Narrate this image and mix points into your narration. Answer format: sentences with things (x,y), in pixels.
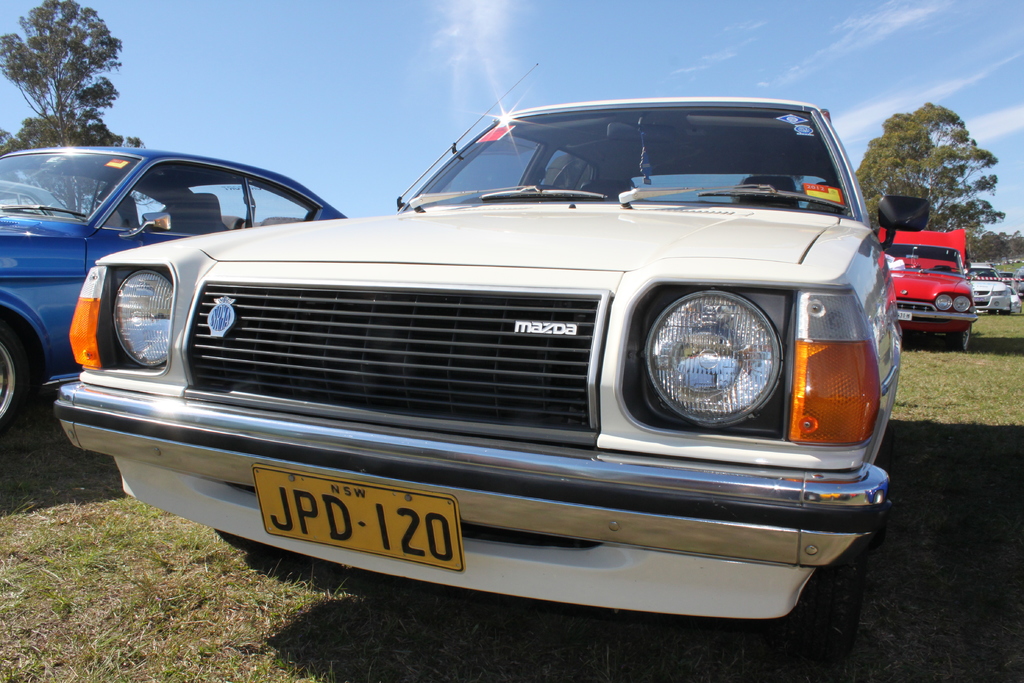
In this picture there is a white car (537,240) which is near to the blue car (133,213). On the right (913,179) background (923,247) we can see many cars (1016,273) and trees (970,214). At the top (829,22) we can see sky (648,19) and clouds (499,14). At the bottom (189,651) we can see the grass (364,626).
